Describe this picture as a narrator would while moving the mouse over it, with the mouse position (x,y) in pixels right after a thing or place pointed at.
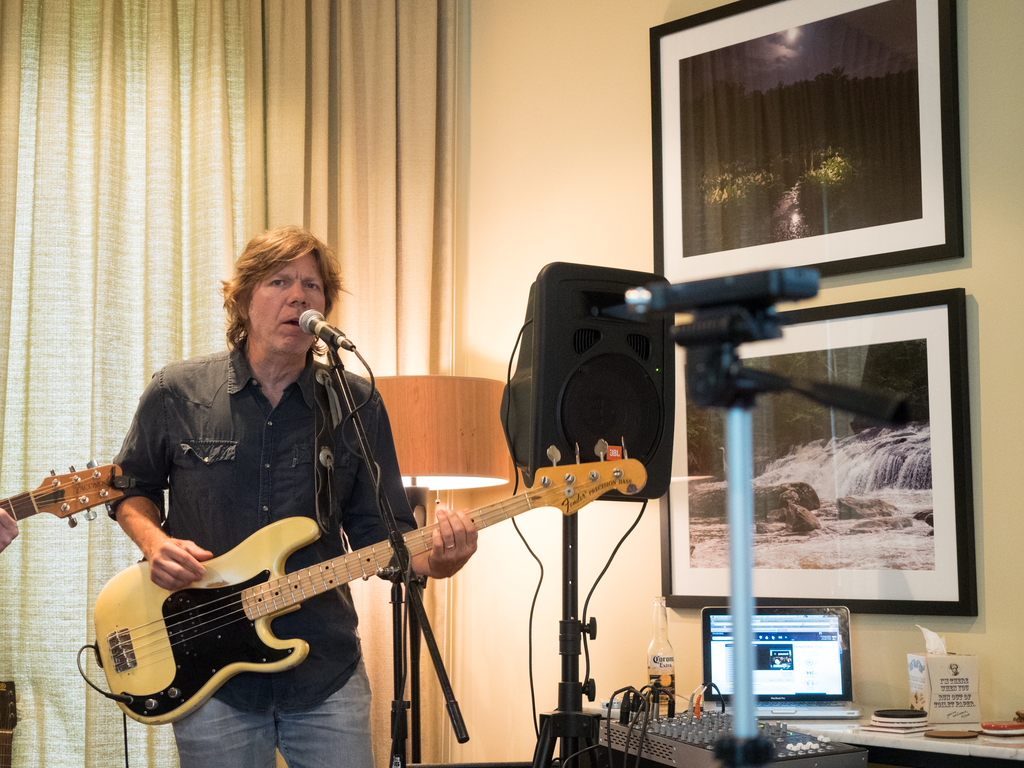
In the center (355,379) we can see one man (256,485) holding guitar (286,587) in front of him we can see microphone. On the right side (851,180) we can see the photo frames (901,543), speaker (579,390). On the back (426,118) we can see wall (499,146) and curtain (207,179).
